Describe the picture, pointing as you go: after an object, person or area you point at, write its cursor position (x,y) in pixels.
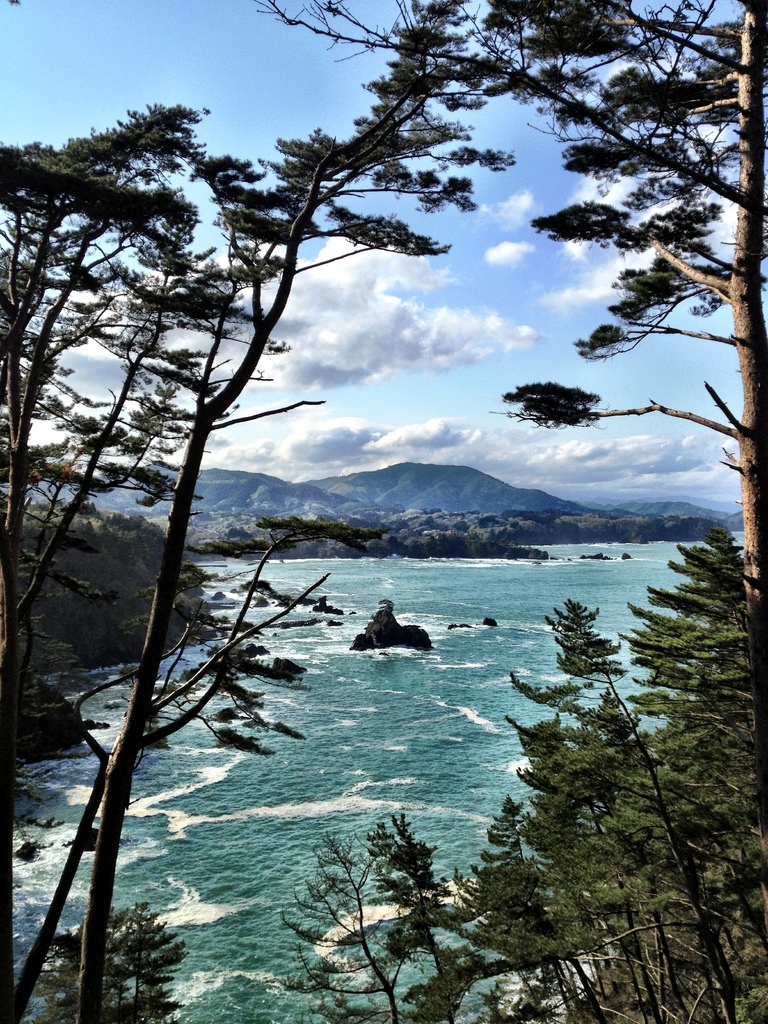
There are trees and water (487,593). In the background (516,367) there are hills (491,515) and sky (496,360) with clouds (404,340).
